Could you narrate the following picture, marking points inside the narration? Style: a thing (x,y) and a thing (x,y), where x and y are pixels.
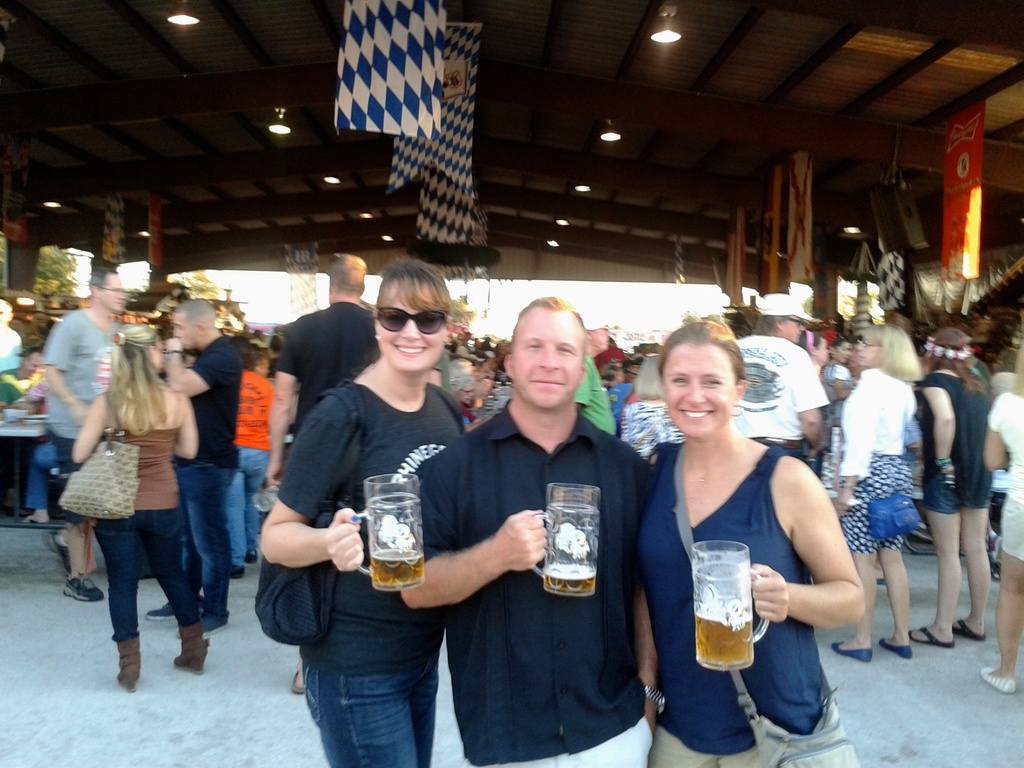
There are three members (533,506) standing and holding a glasses (394,533) in their hands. Two of them were women (383,628) and the middle one (488,624) was man (542,616). In the background (191,440) there are some people (154,358) standing and talking to each other. We can observe lights (658,39) here.
